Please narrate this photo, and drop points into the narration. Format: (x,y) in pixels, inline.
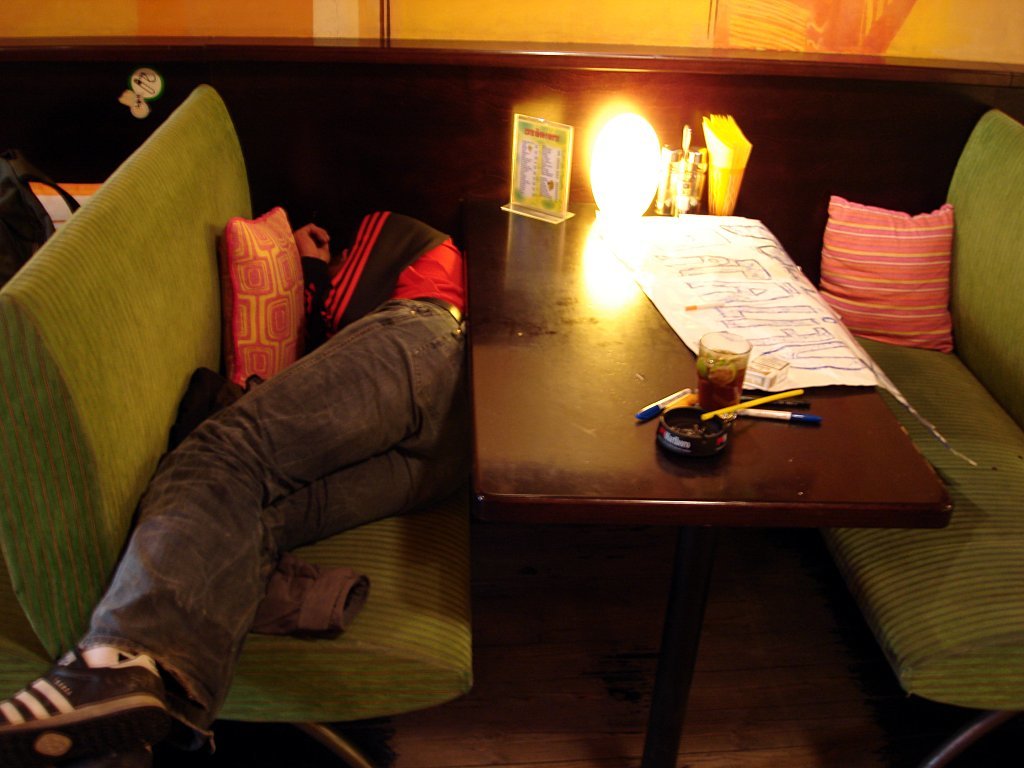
On the left (314,389) we can see one person (387,450) lying on the couch (11,397). Beside him there is a table (598,416), on table (556,389) we can see chart (722,262), light (636,200), glass (740,365), pens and paper (692,264). In the background (446,79) there is a wood wall (827,133), couch (1011,487) and pillow (944,345).
